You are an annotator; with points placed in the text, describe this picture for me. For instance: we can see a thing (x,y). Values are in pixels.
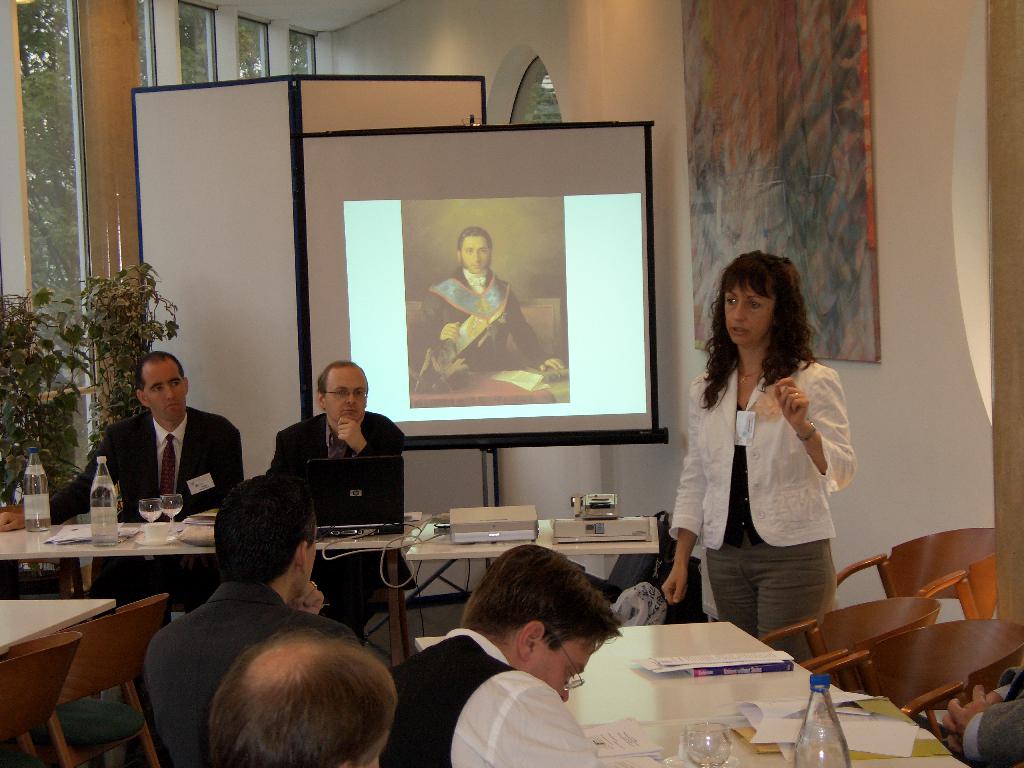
This picture shows few are seated on the chairs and we see papers (763,728) glasses (723,742) and bottles (826,701) on the table (699,711) and we see a laptop (392,492) and projector screen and projector (485,521) on the table (12,531) and we see couple of plants (62,341) and woman (813,583) standing and speaking and we see a projector screen (620,399) on the back (597,439) and a photo frame (785,15) on the wall (908,367).
